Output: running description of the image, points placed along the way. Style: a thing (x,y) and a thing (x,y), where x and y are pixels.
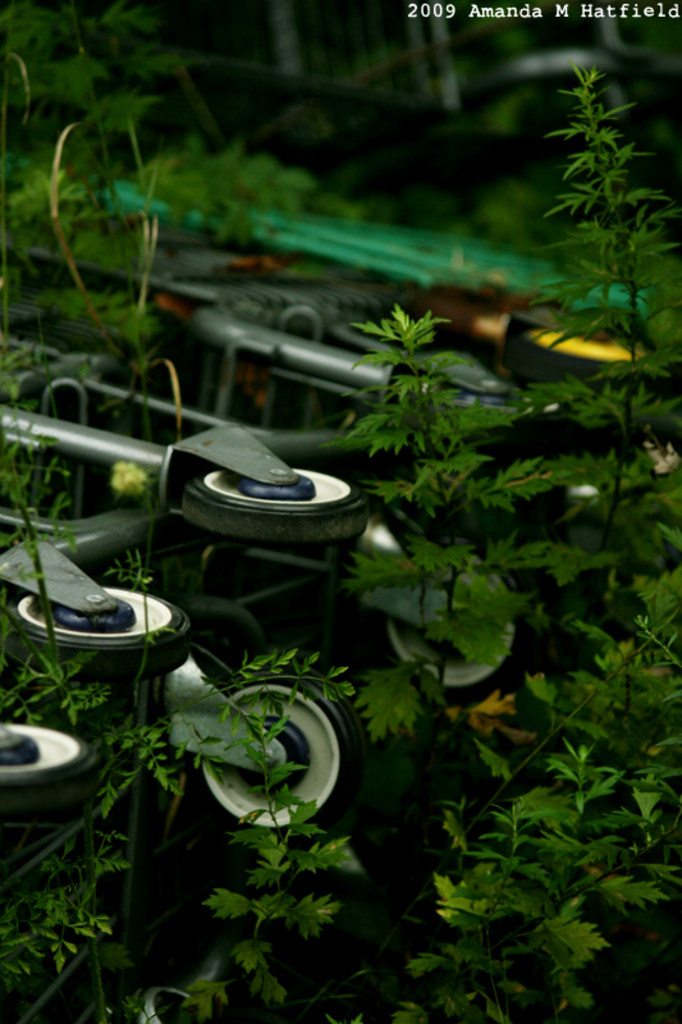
In this image we can see wheels (290,541) to the stand (18,419) and plants (555,848) here. The image is slightly blurred here. Here we can see some edited text (646,15).
